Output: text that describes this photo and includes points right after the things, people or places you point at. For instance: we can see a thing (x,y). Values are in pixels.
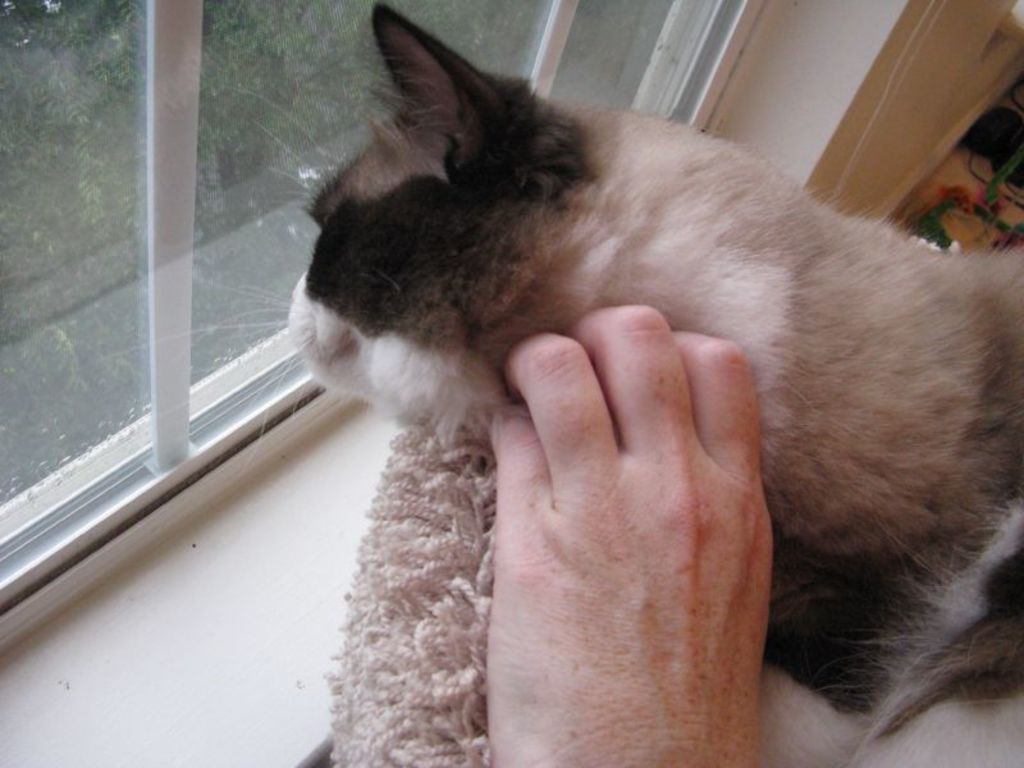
In this picture I can see a cat (769,620) and a human hand (576,528) and I can see a glass window (433,24) and I can see a cloth (398,583).
